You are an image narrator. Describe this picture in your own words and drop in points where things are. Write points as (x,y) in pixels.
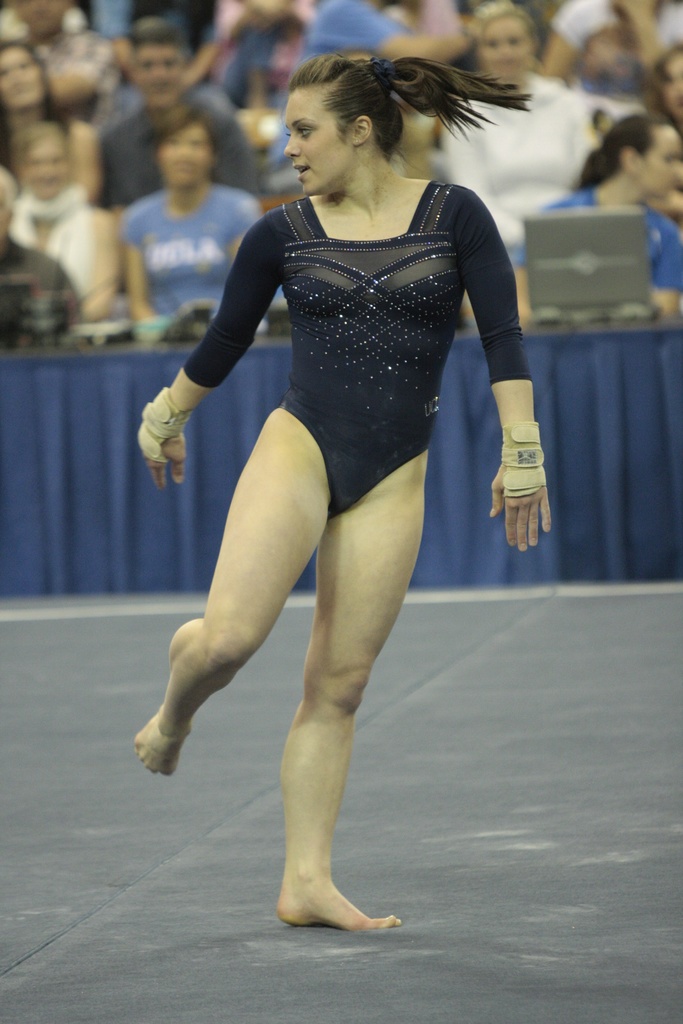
In this picture there is a girl (317,222) in the center of the image (360,428) and there are other people (215,103) those who are sitting in front of a table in the background of the image (304,34), there is a laptop (629,309) on the table (7,405).
